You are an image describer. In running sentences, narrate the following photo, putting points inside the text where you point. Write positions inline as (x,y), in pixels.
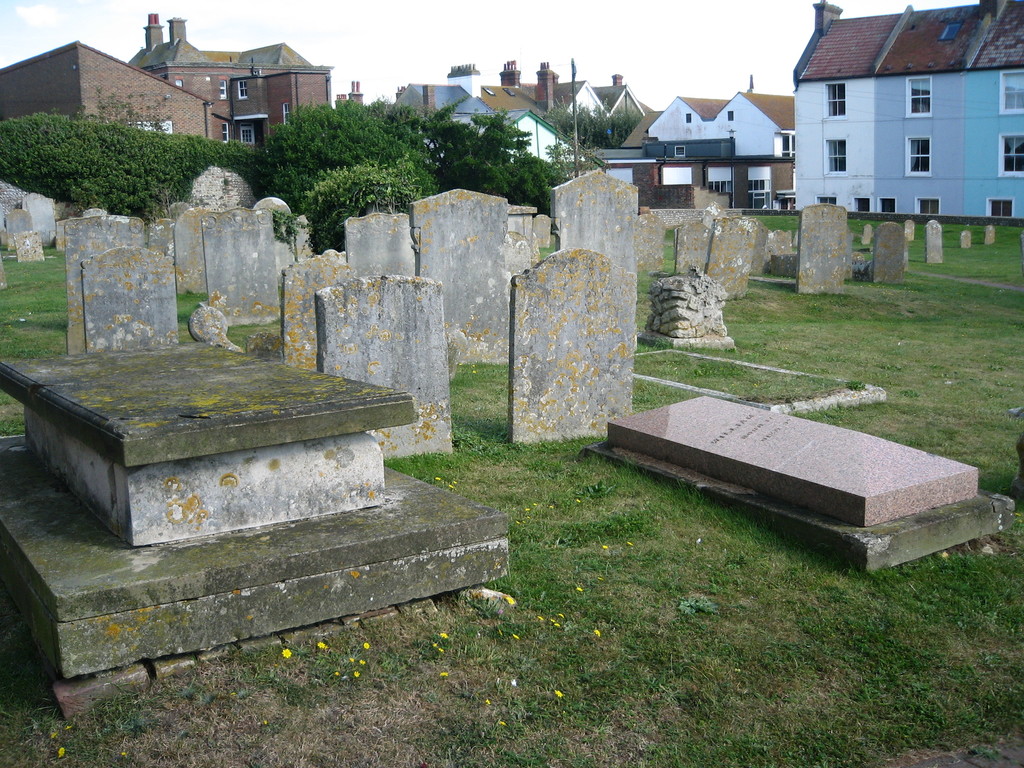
In this image there is the sky (540,28) truncated towards the top of the image (557,22), there are buildings (499,105), there is a building (972,129) truncated towards the right of the image (930,86), there is a building (183,95) truncated towards the left of the image (72,83), there are trees (485,159), there is a tree (70,130) truncated towards the left of the image (44,151), there is a graveyard (672,486), there is grass (623,710) truncated towards the bottom of the image (496,716), there is grass (968,311) truncated towards the right of the image (1007,382), there are objects (477,531) on the grass (854,229), there is a pole (573,98), there are windows (839,143).
